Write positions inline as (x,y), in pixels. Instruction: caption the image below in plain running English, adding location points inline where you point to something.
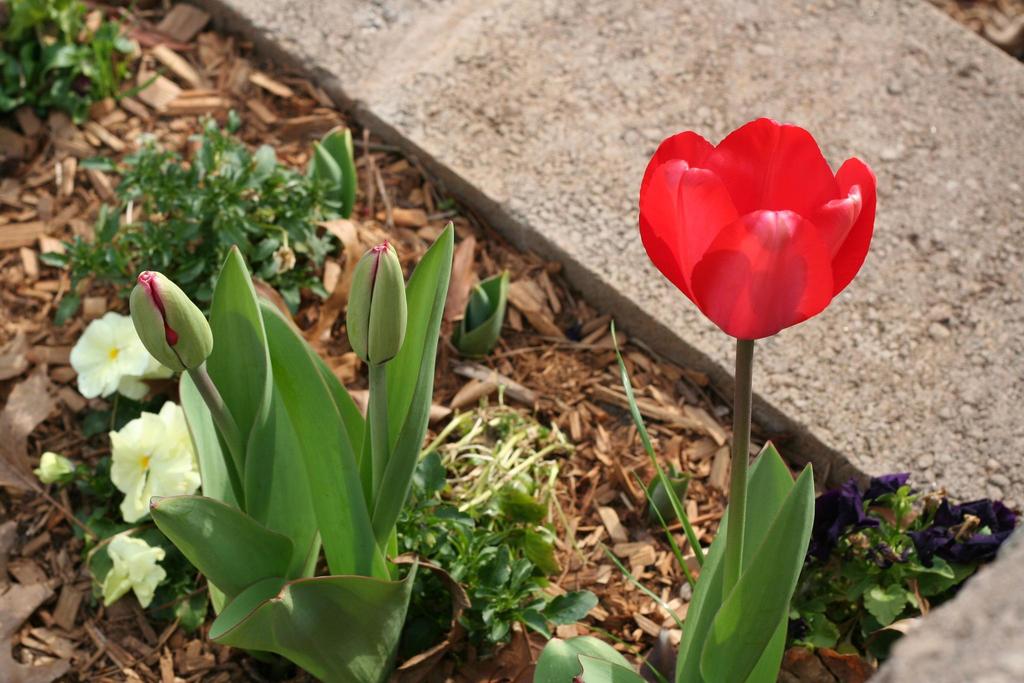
In the image in the center (484,414) we can see plants (288,452), dry leaves (458,261), stone (527,53) and few flowers (796,255), which are in light yellow and red color.
